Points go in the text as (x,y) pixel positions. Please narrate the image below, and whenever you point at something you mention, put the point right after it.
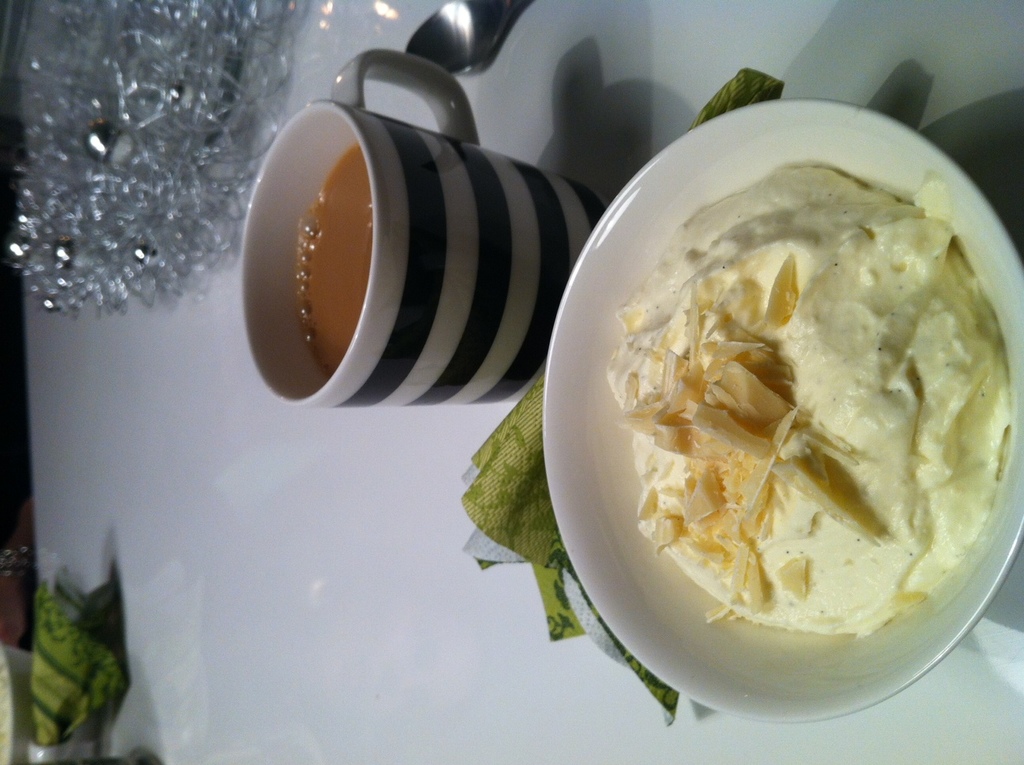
In this image there is a table (436,465). There are tea cup (483,271) and bowl (1003,328) with food (898,420). There are other objects (167,265).
